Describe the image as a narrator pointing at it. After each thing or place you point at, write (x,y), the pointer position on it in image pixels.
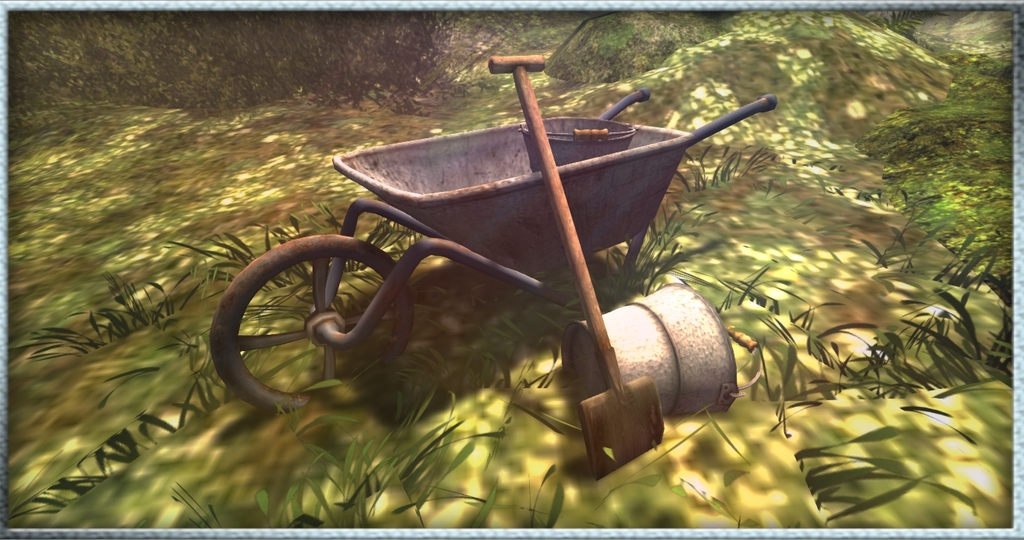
This is an animation picture. In this there is a wheelbarrow (412,205). There is a bucket (582,141) in that. Near to that there is a spade (591,303) and a bucket (646,348). On the ground (564,273) there is grass (879,164).
